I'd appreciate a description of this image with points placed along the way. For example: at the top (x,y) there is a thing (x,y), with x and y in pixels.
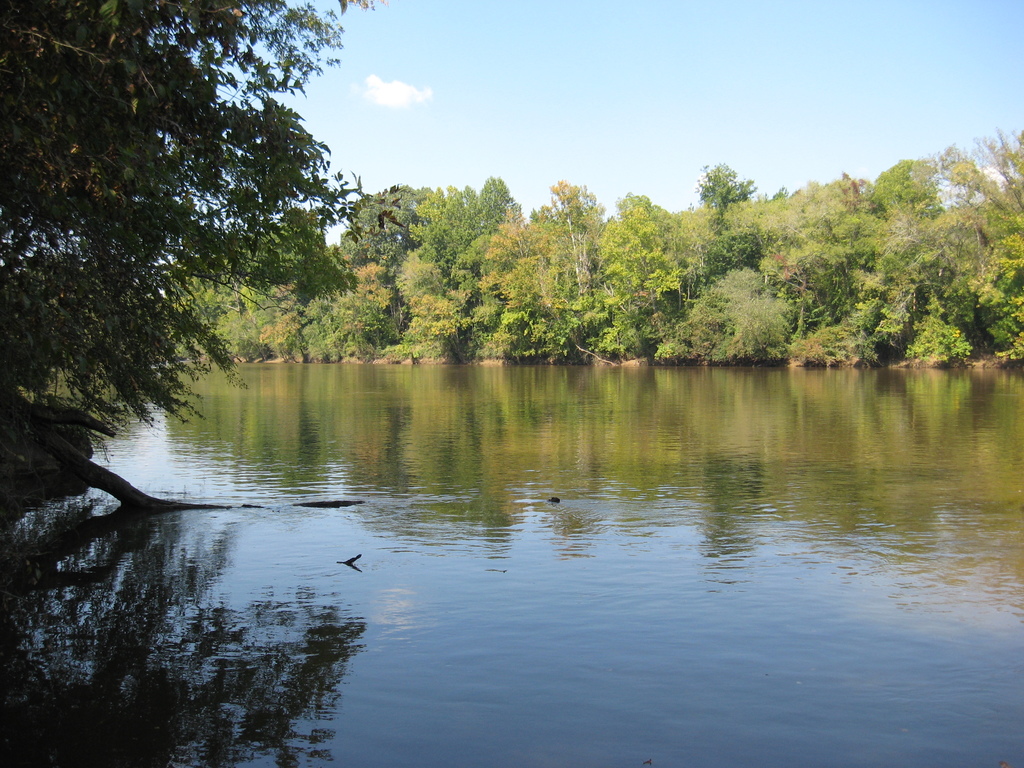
In this picture we can see water (482,486), trees (450,288) and a sky (509,120).
